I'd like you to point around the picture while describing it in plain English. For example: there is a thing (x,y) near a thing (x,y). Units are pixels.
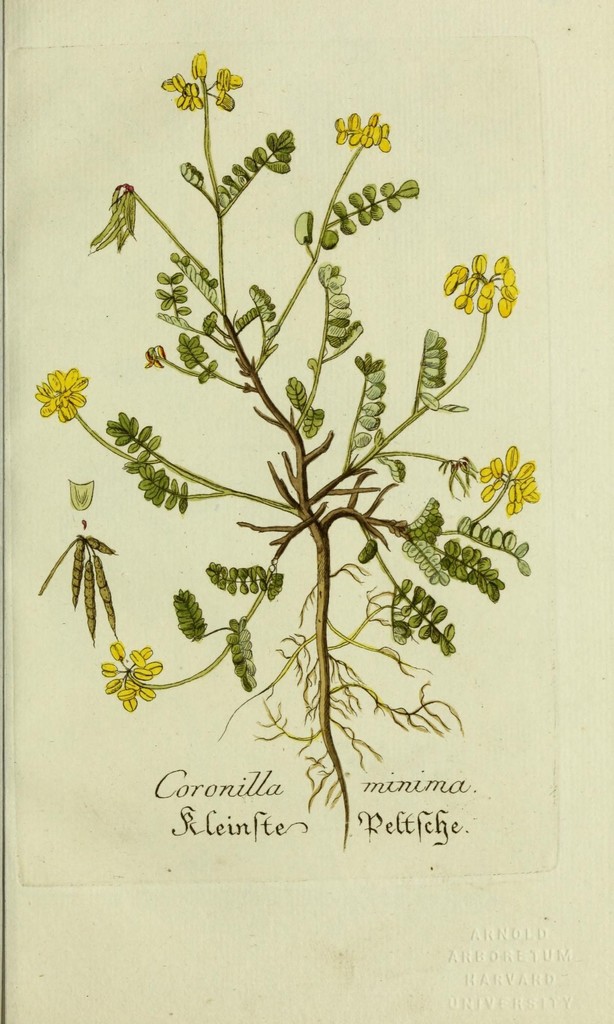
In this picture we can see a paper (495,923), on this paper (294,507) we can see sketch (289,435) of branches (322,240), leaves (340,337), flowers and roots (328,740) of a plant (332,629).
